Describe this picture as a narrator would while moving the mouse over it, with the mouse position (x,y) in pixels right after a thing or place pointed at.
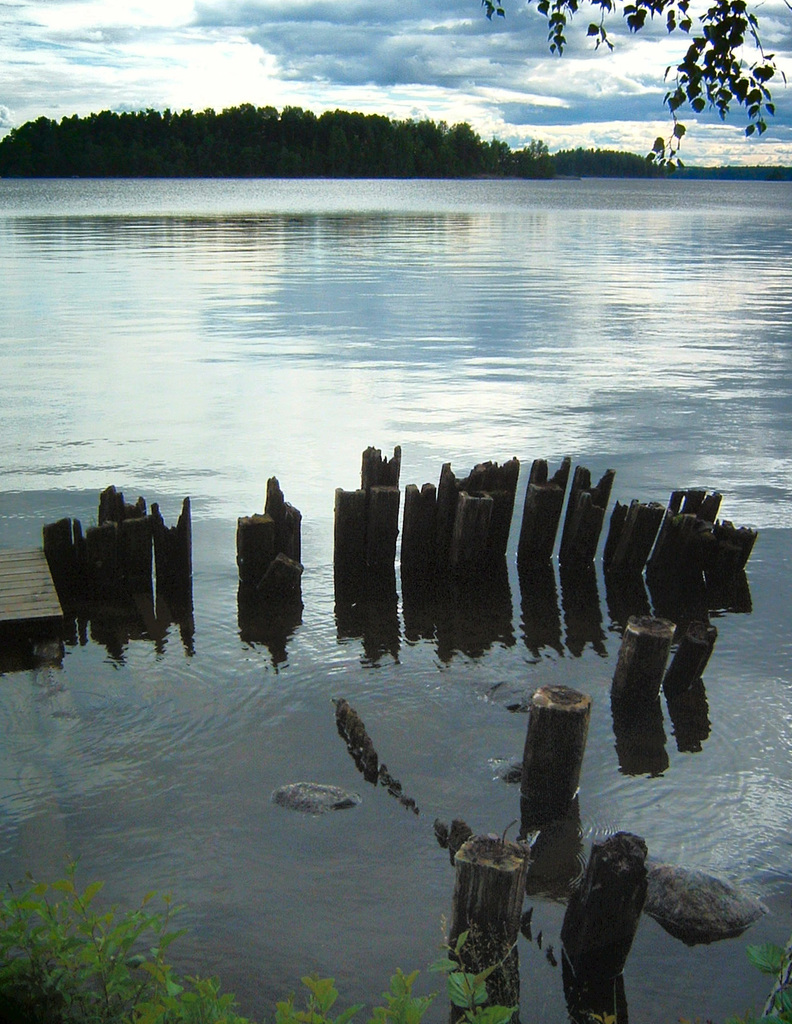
In this image there is a lake (699,284) in that lake (752,257) there is a wooden bridge (636,557), in the background (87,148) there are trees (418,173) and a sky (452,19).
